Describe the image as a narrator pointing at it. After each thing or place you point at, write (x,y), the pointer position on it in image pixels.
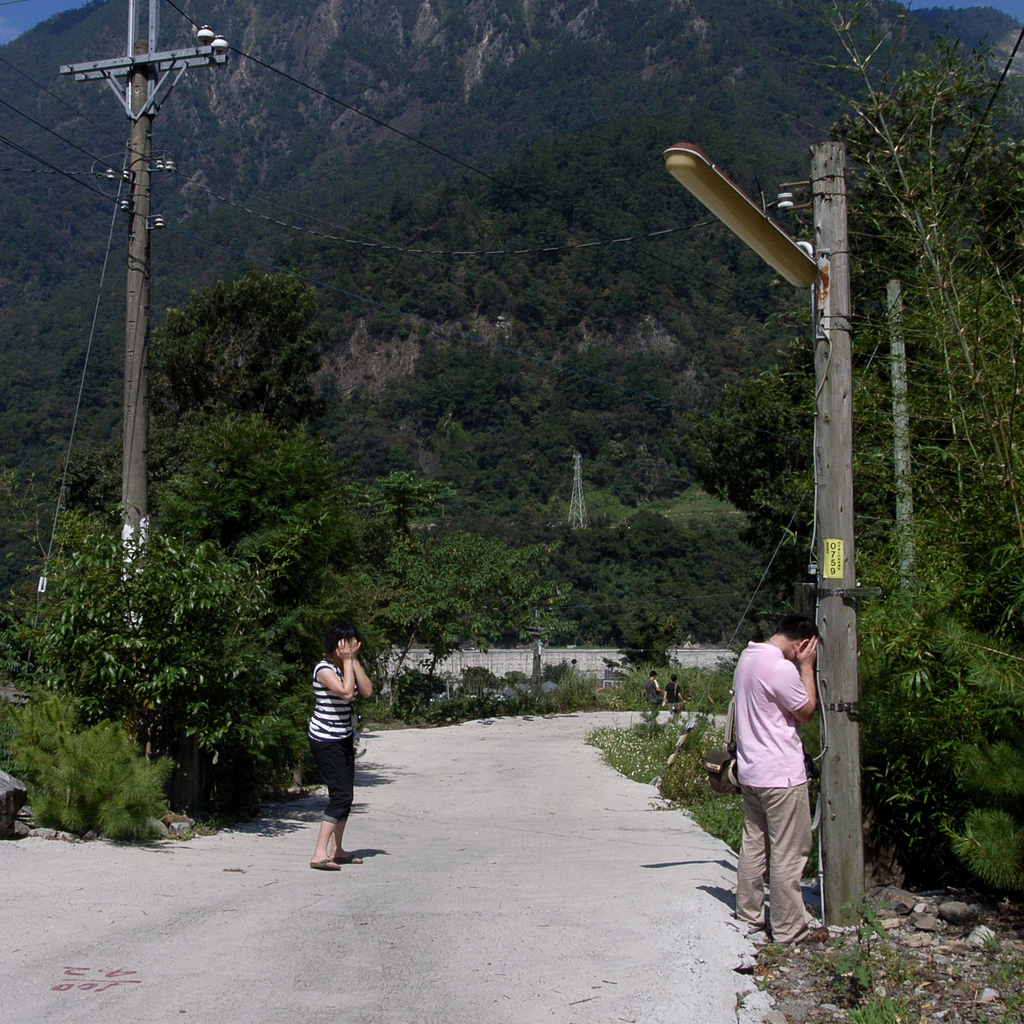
This image consists of the two persons (329,785) closing their eyes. They are on the road (449,955). In the background (690,400), there is a mountain (376,419) along with trees (515,639) and plants (867,306).
